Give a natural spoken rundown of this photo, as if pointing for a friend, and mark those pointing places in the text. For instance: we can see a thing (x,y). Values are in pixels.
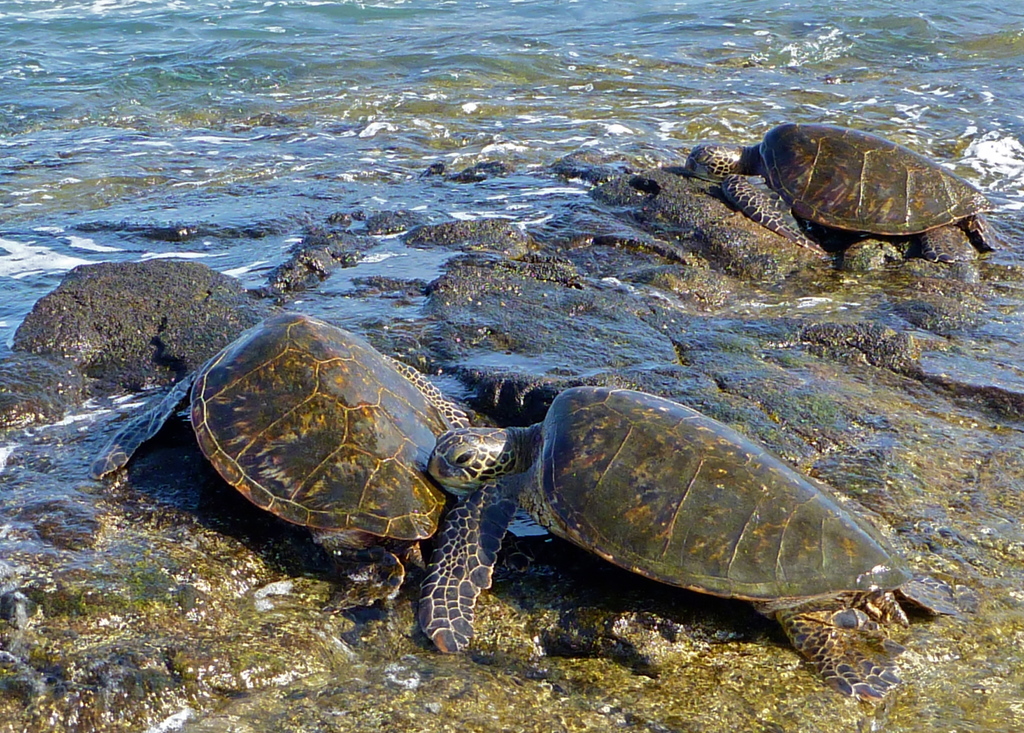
In this image I can see few turtles (587,423), water (579,31) and few stones (613,340). The turtle (750,517) is in black, brown and cream color.
